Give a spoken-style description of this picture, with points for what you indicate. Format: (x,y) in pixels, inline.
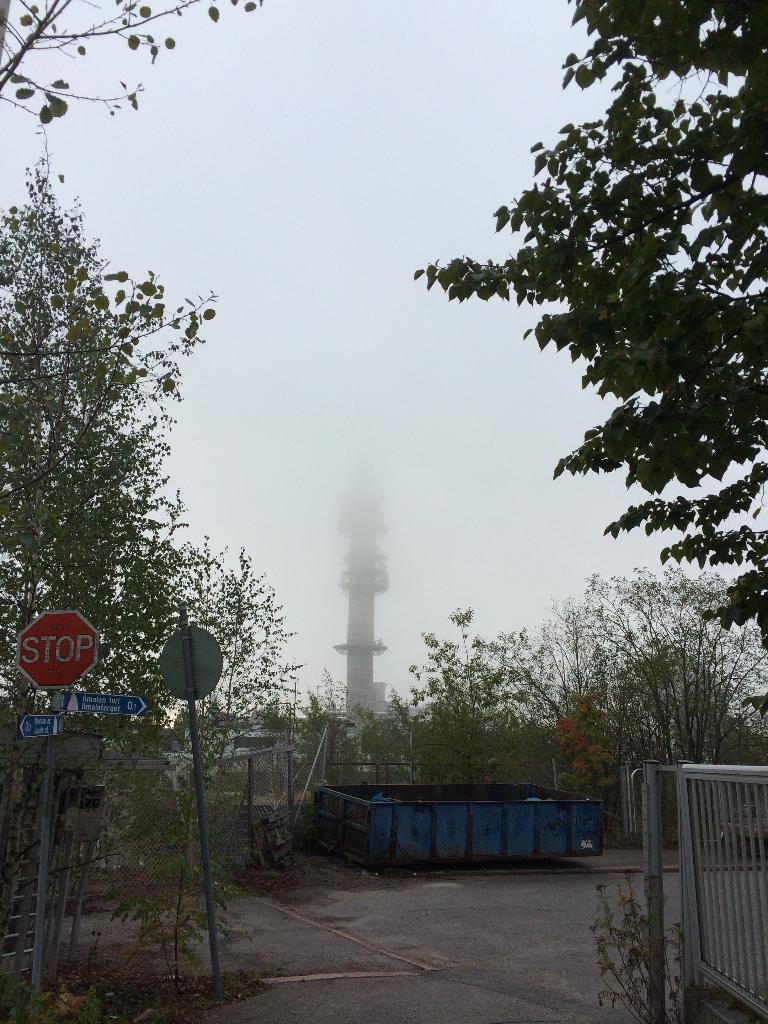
In this image I can see number of trees (610,712). On the left side of this image (56,634) I can see few poles (43,900) and few sign boards (170,659). On these boards (91,662) I can see something is written and in the background (602,829) I can see a blue colour container (465,789).
